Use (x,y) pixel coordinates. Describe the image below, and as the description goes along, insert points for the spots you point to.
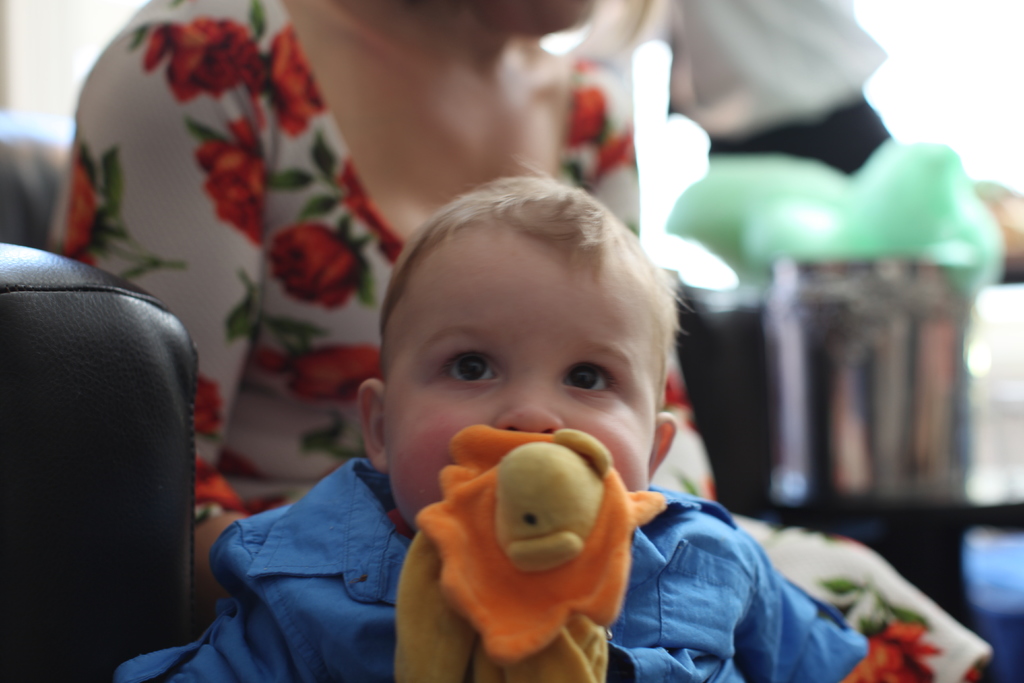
In the image we can see a baby (697,585) wearing clothes (741,611) and holding a toy (574,606) in mouth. Behind the baby (595,407) there is a woman (381,219) sitting, wearing clothes (310,121) and the background (820,132) is blurred.
